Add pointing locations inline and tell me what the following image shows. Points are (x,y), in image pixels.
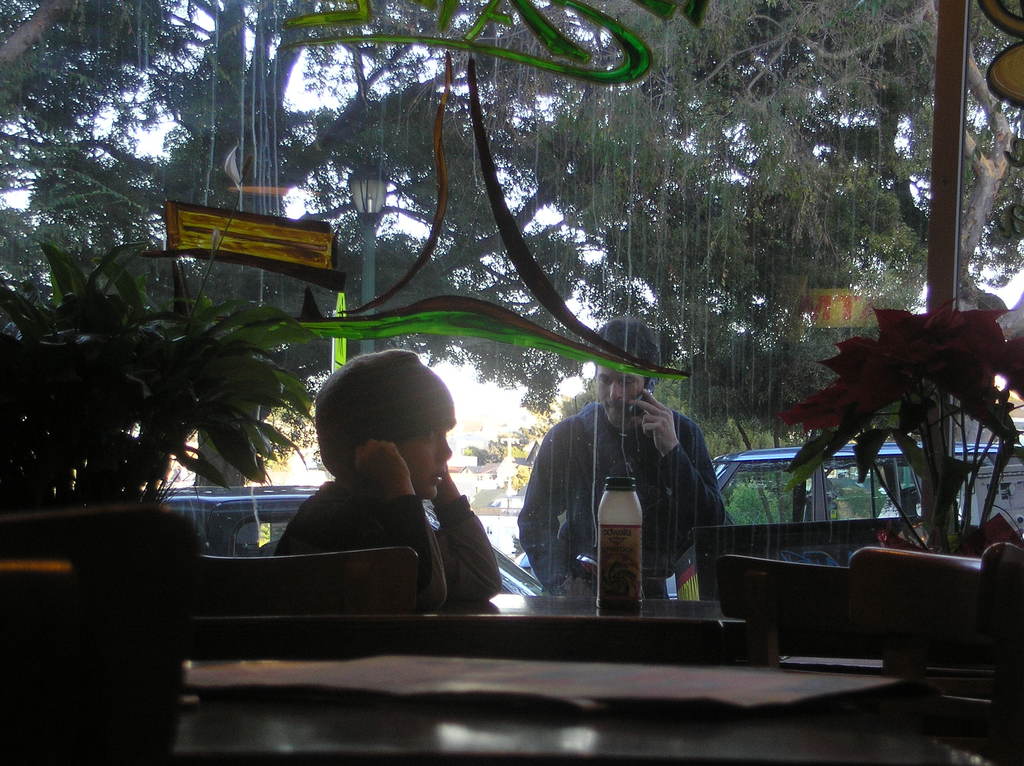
This picture is taken in a restaurant (685,395) full of tables (436,697) and chairs (775,598). A boy (477,590) sitting on the chair (270,563), leaning to a table (546,619) and there is a bottle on it. Another person (571,521) he is standing and talking on a phone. There is a glass (390,203) and some painting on it. To the left side (34,374) there is a plant (107,423), to the right side (911,450) there is a plant (912,452) with flowers (1023,382). In the background (737,103) there are some trees (367,92).
